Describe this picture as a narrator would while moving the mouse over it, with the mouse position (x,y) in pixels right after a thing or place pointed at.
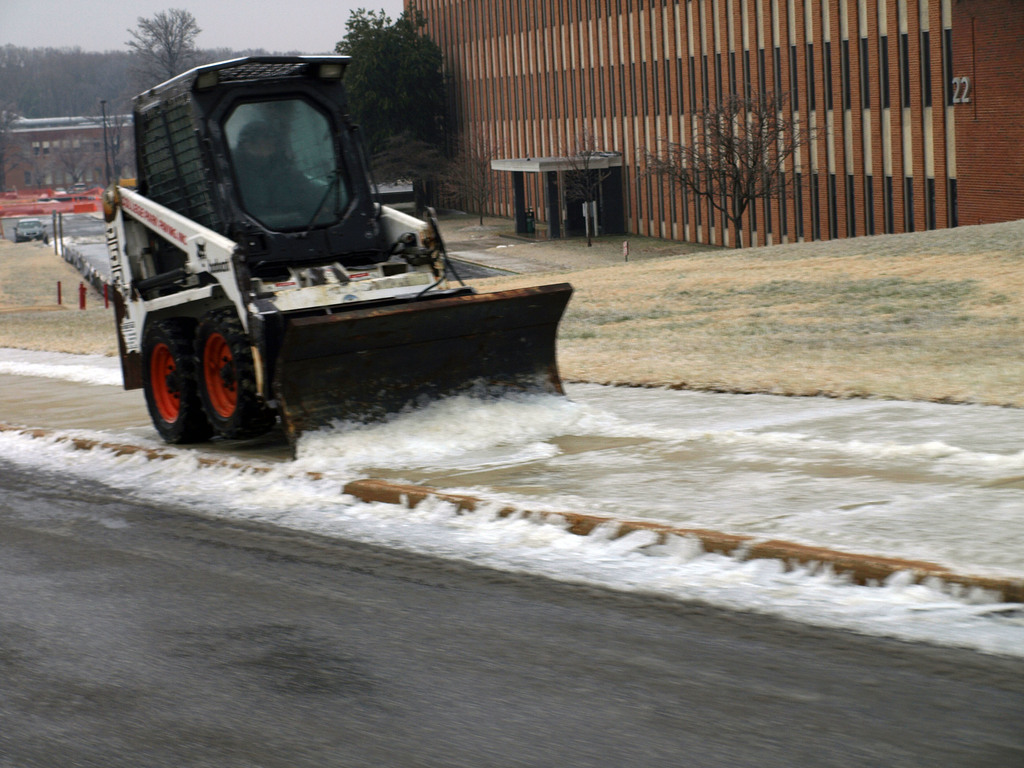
In this picture I can see buildings (449,88), trees (423,117) and I can see a bulldozer (289,381) and snow (464,544) on the ground (491,554). I can see a vehicle (19,237) in the back (41,235) and a cloudy sky (127,26).
